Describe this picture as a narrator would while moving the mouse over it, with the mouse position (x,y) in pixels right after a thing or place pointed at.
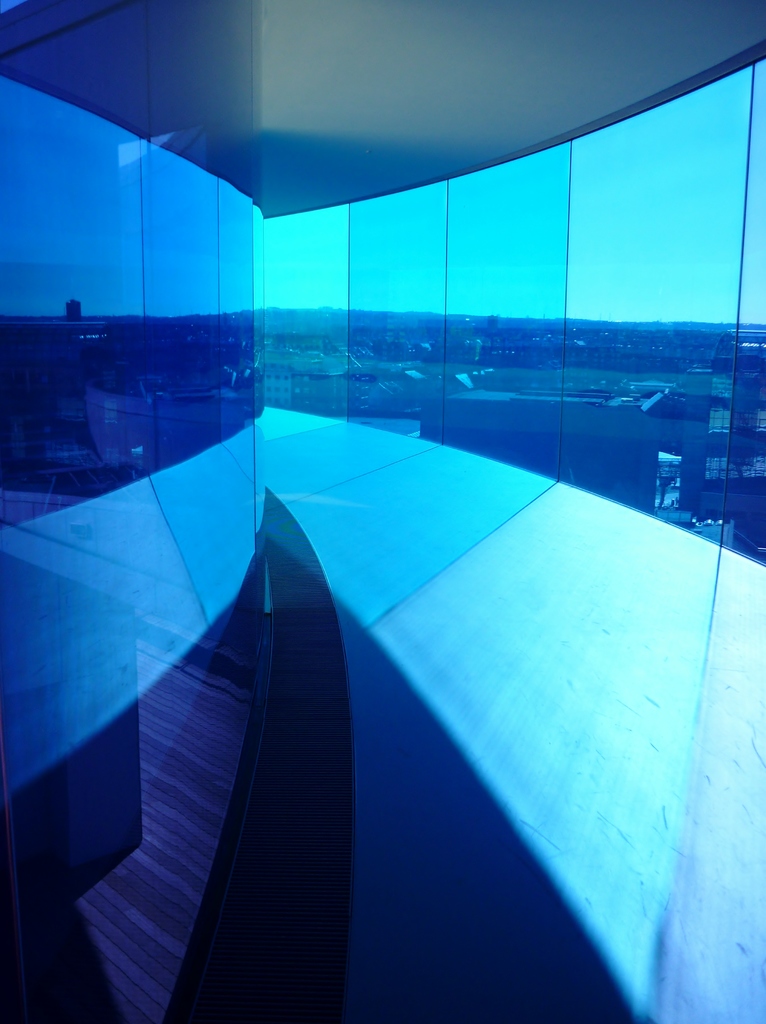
In this picture I can see the glass wall (475,397).
